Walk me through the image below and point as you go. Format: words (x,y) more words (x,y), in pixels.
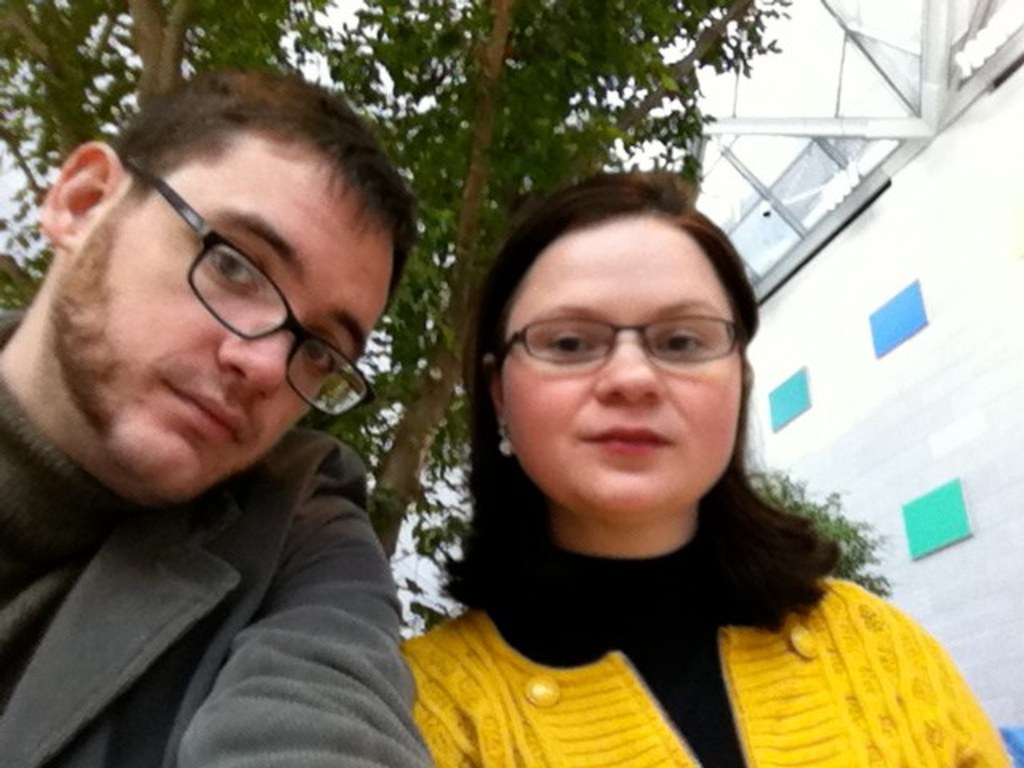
In this picture I can see a man (77,228) and a woman (734,465) in front (30,349) and I see they're wearing spectacles (518,335). In the background (443,359) I can see the leaves (49,110) on the branches (144,81). On the right side of this image (997,168) I can see the white color wall (799,338), on which there are blue and green color things (1019,747).
